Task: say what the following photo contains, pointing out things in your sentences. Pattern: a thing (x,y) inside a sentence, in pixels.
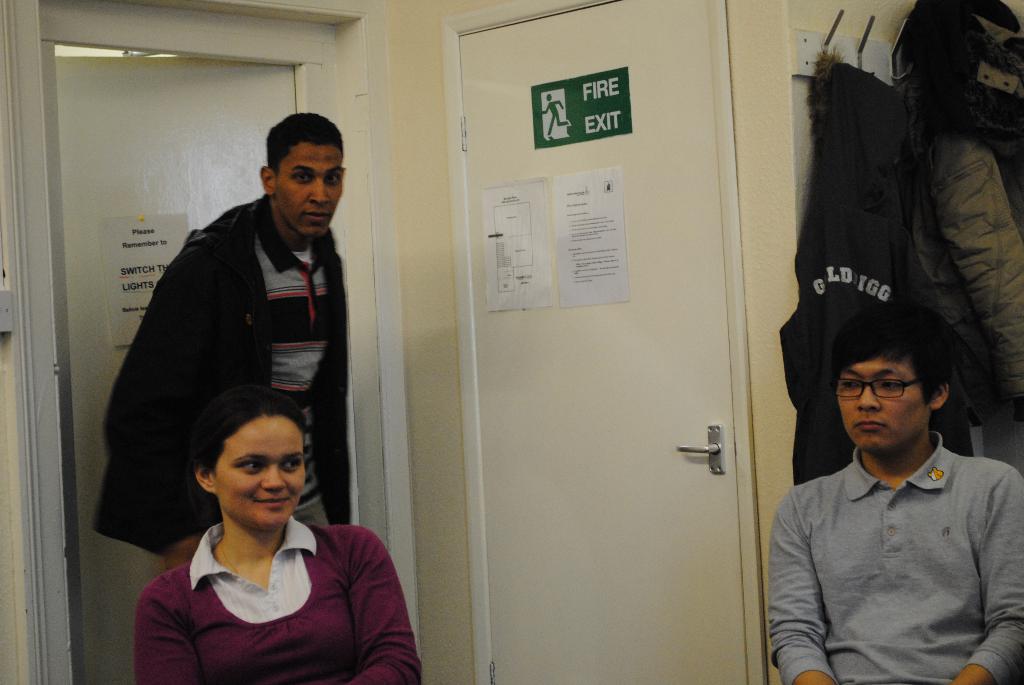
This image consists of three persons (392,653) in a room (443,673). In the background (660,180), there are two doors (466,160). On the right (897,197), there are coats (923,292) hanged. And we can see the papers (533,282) on the door (601,347).
